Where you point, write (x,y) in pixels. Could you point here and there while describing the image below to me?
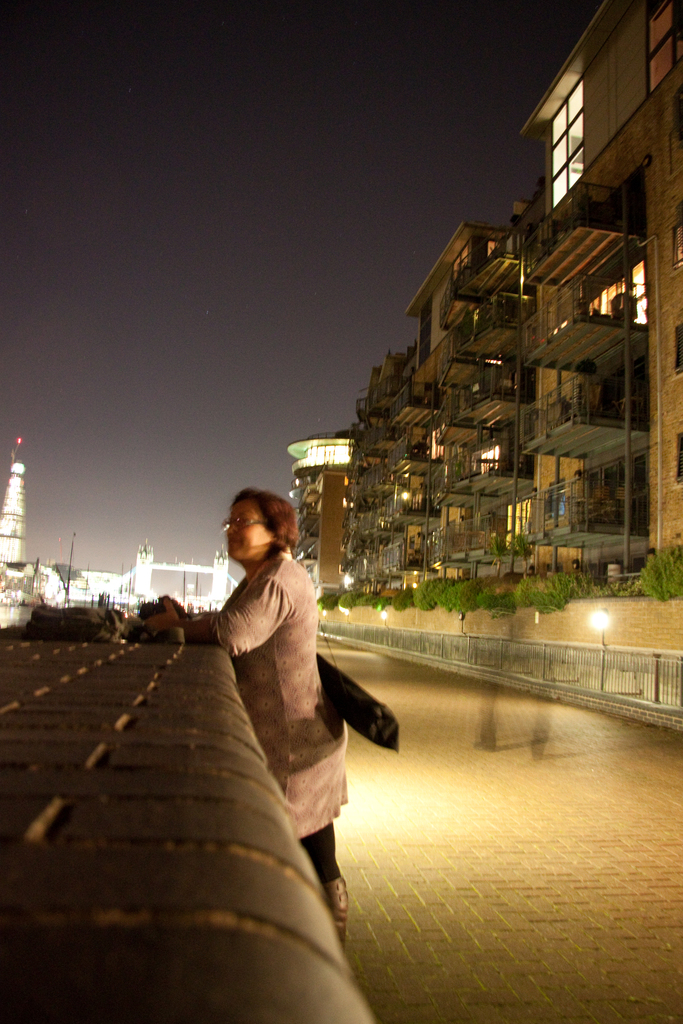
In this image, I can see the woman (287,739) standing. This looks like a wall (124,726). I think this is a bag (115,619), which is placed on the wall (146,642). These are the buildings (523,430) with the windows (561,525) and lights (350,577). I can see the small bushes (475,607). These are the kind of barricades (462,648). In the background (153,591), I think this is the tower bridge (204,565).
